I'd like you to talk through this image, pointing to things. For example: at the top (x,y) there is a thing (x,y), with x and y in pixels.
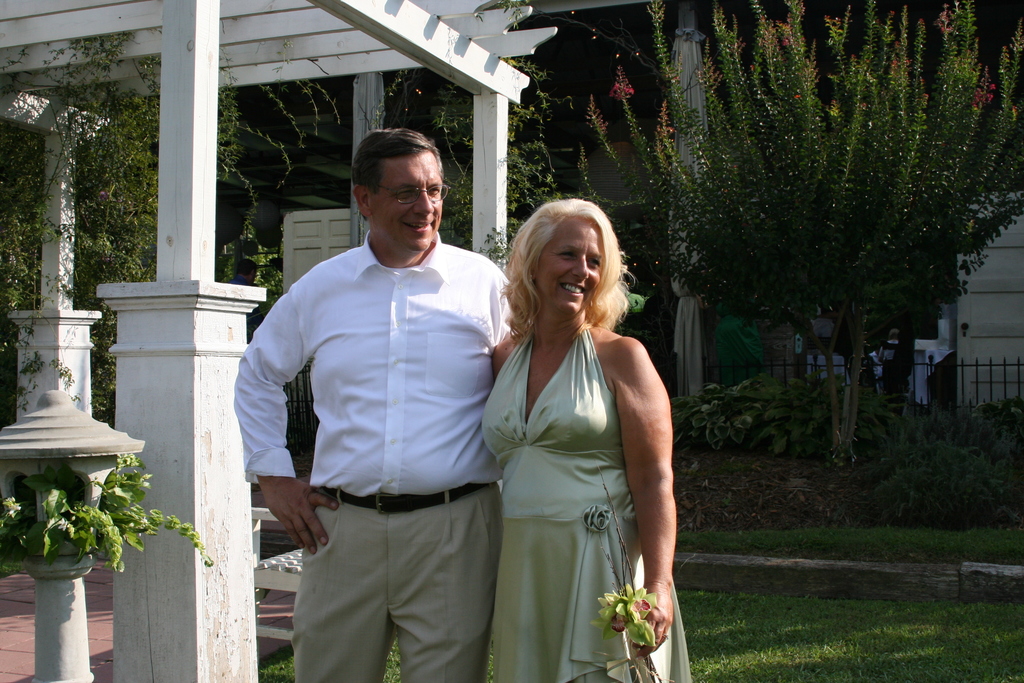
In the foreground of the picture (390,433) there is a couple (394,530) standing. On the left (51,535) there is a plant (108,501) and trees (140,250) and a construction (193,102). In the background (744,144) there are trees (733,188), fencing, flowers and wall (959,578). On the right (773,630) we can see grass (818,608).
